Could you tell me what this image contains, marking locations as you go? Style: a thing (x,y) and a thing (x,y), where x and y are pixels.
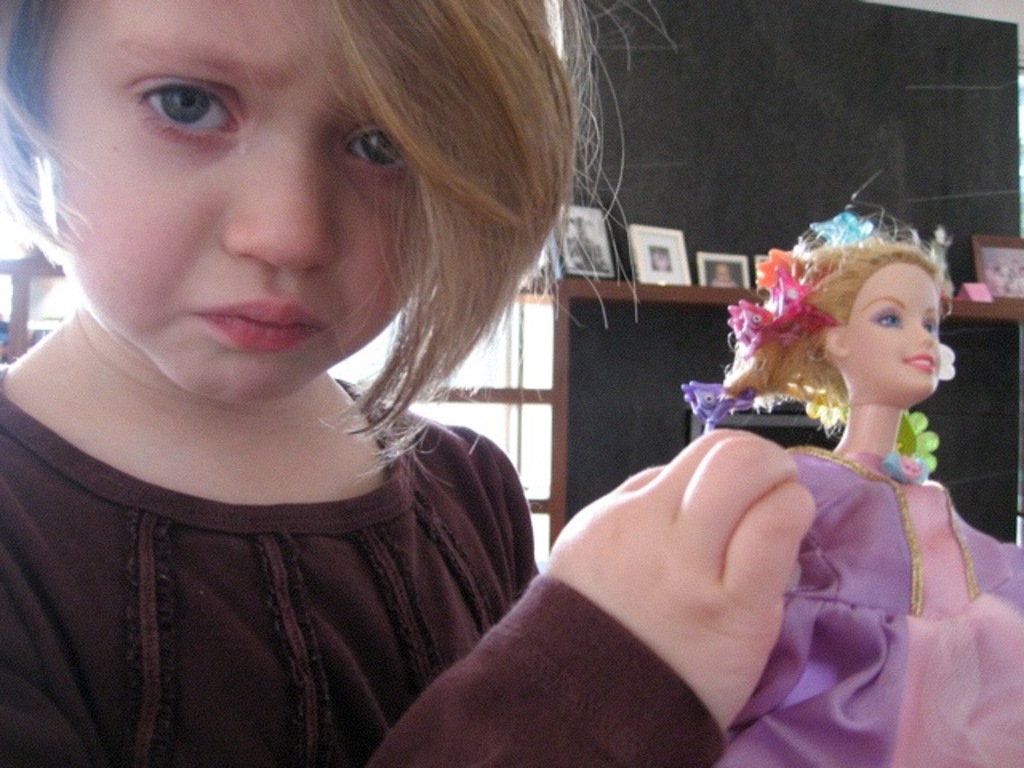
In this image I can see a person (252,379) holding a doll (998,583). The person (278,572) is wearing brown shirt (272,573), at the back (657,272) I can see few frames (700,283) and the wall (680,126) is in gray color.
